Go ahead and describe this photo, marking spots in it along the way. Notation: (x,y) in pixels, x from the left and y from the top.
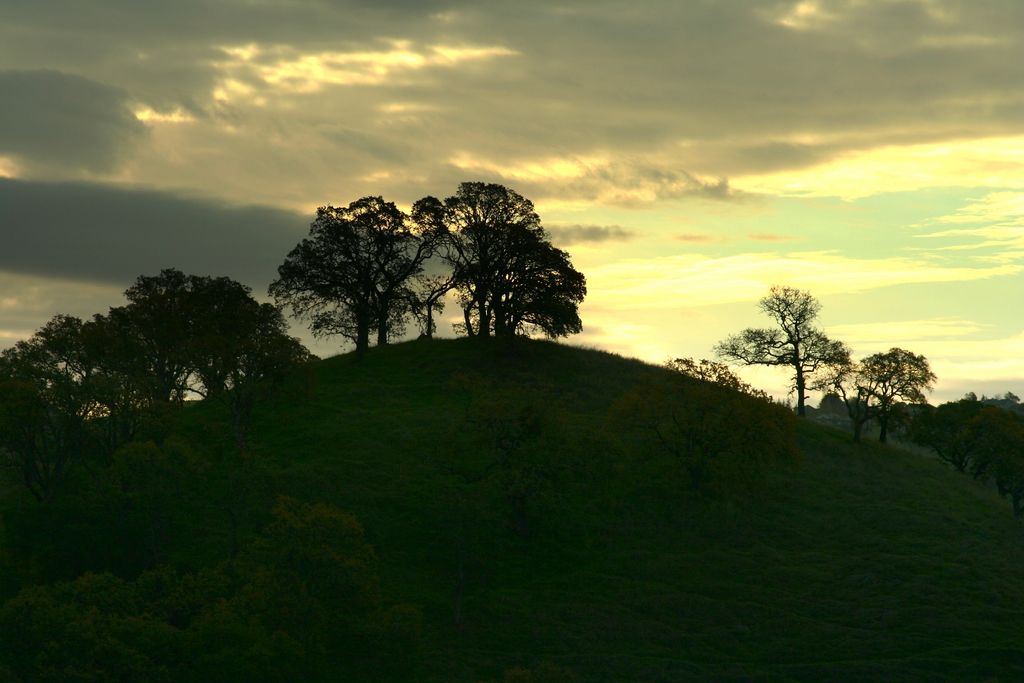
Here I can see a hill (384,391) on which there are some trees (372,314). At the bottom of the image (608,607) I can see the grass (851,607). On the top of the image (754,53) I can see the sky (748,212) and clouds (675,71).
